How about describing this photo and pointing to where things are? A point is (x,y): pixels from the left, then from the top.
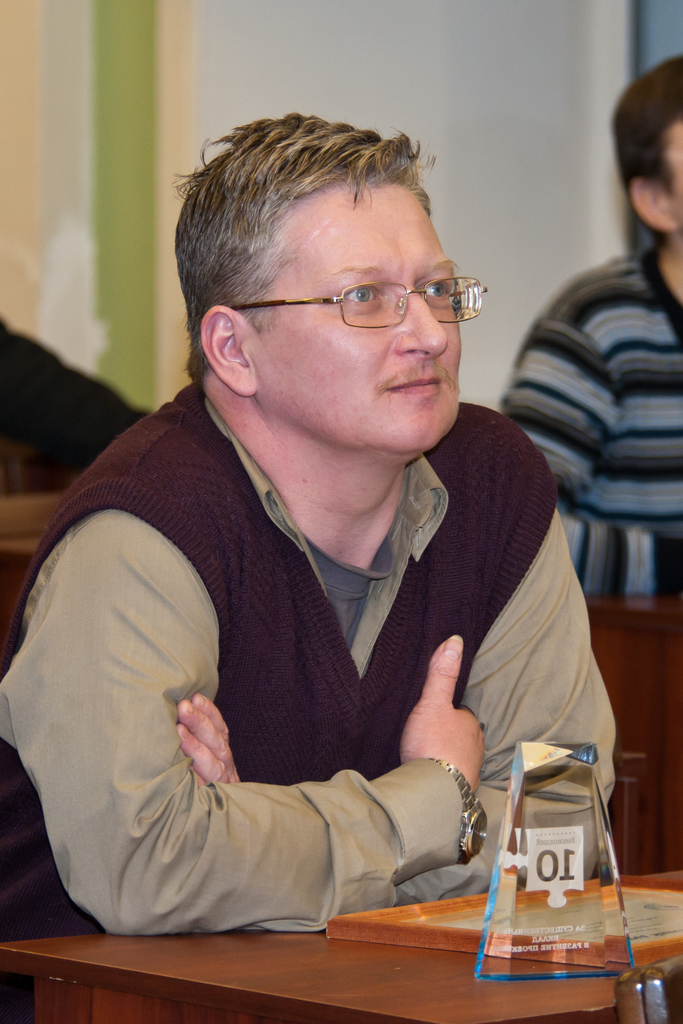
In the image there is a man (240,605) sitting in front of a table (246,976) and on the table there are two objects (496,891), behind the man (519,525) there is another person (575,336) and the background (108,146) is blurry.
